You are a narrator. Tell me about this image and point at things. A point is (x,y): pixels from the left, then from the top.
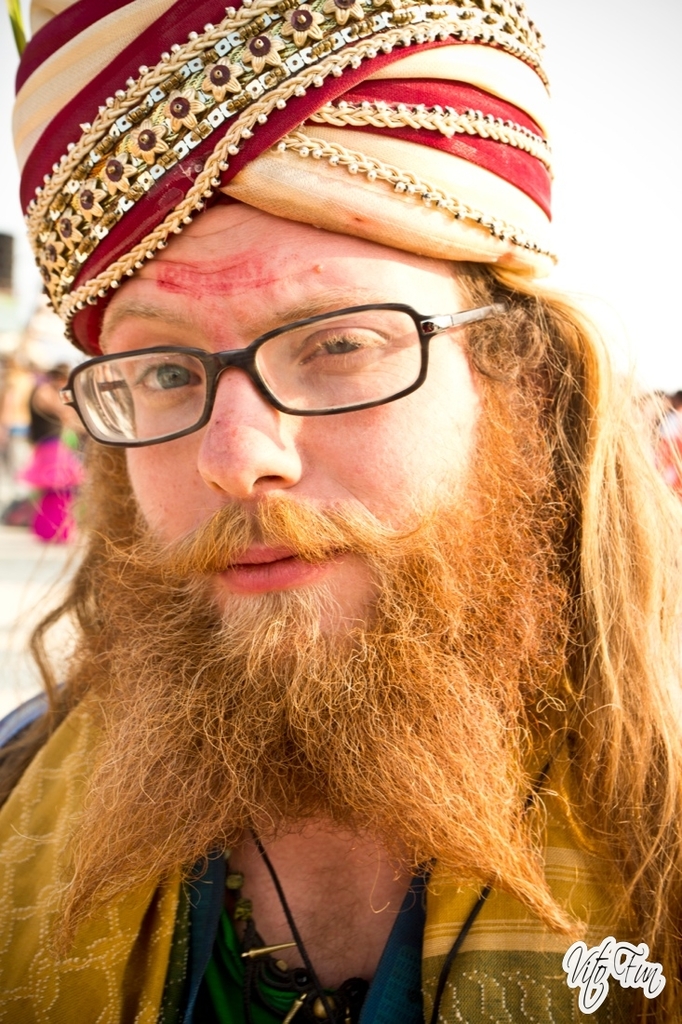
In the image we can see a man (208,330) wearing clothes (606,1016), spectacles (299,337) and men bridal cap (303,81). The background (662,294) is blurred and on the bottom right (608,972) we can see the watermark (588,966).
